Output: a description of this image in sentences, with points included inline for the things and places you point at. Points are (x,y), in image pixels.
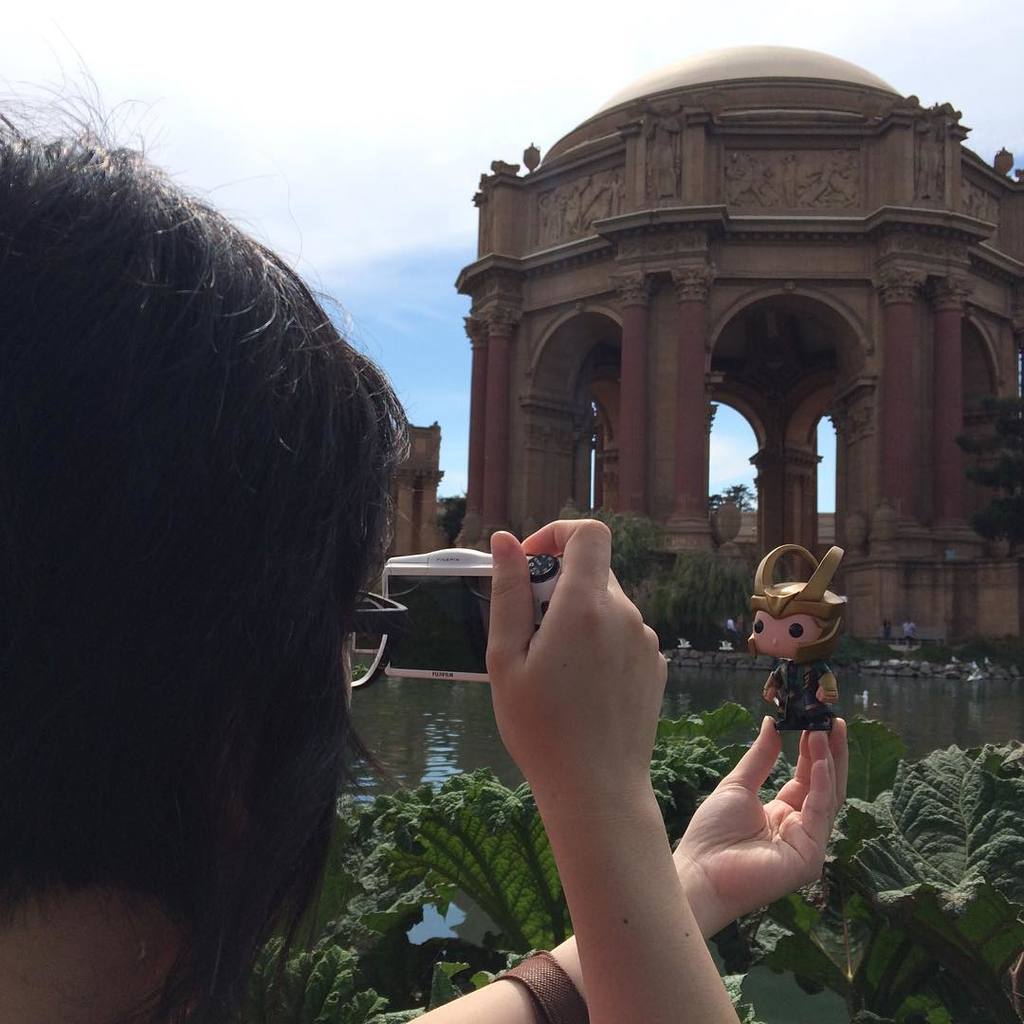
In this image I can see a person (265,733) wearing spectacles (370,676) is holding a camera (419,662) which is white in color in her hand (609,687) and a toy (780,711) in her other hand (799,778). In the background (846,677) I can see few trees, some water (897,712), few other persons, few buildings (676,480) and the sky (430,119).
